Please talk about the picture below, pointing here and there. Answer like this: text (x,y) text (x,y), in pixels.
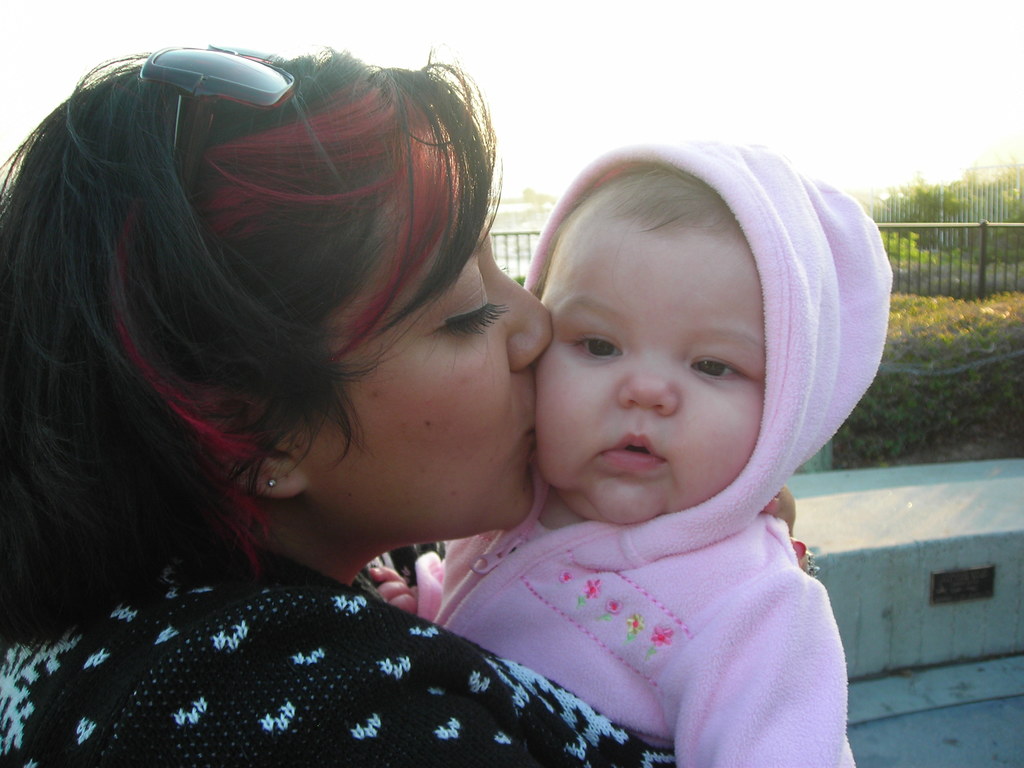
In the center of the image (503,453) a lady (271,402) is hugging a baby (573,533). In the background of the image (897,236) we can some bushes (915,331), fencing (910,244) are there. At the bottom right corner (979,723) ground (957,720) is there.
